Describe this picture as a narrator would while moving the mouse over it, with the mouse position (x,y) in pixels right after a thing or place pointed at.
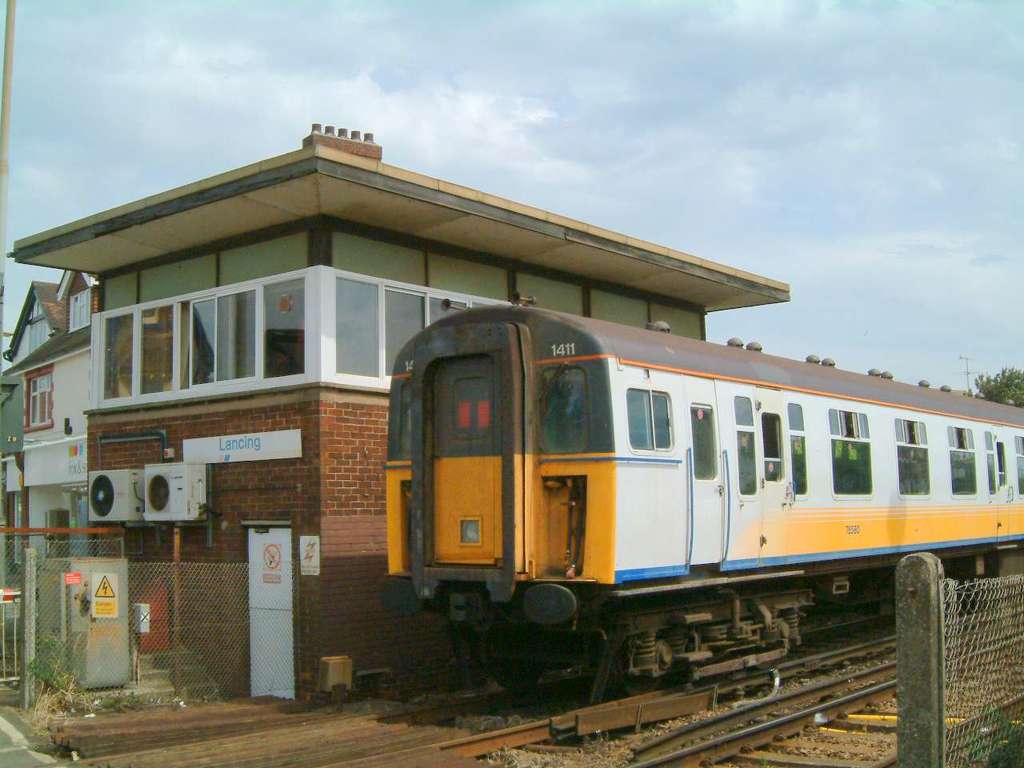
In the picture we can see a train (640,640) on the railway track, just beside to it, we can see a fencing wall (948,578) with poles (915,595) and on the other side, we can see a station building (374,359) with a glass windows (184,370) and a door (251,678) to it which is white in color and also we can see some fencing (229,624) near it and in the background (774,109) we can see some tree (1006,382) and sky (676,71) with clouds (633,86).
